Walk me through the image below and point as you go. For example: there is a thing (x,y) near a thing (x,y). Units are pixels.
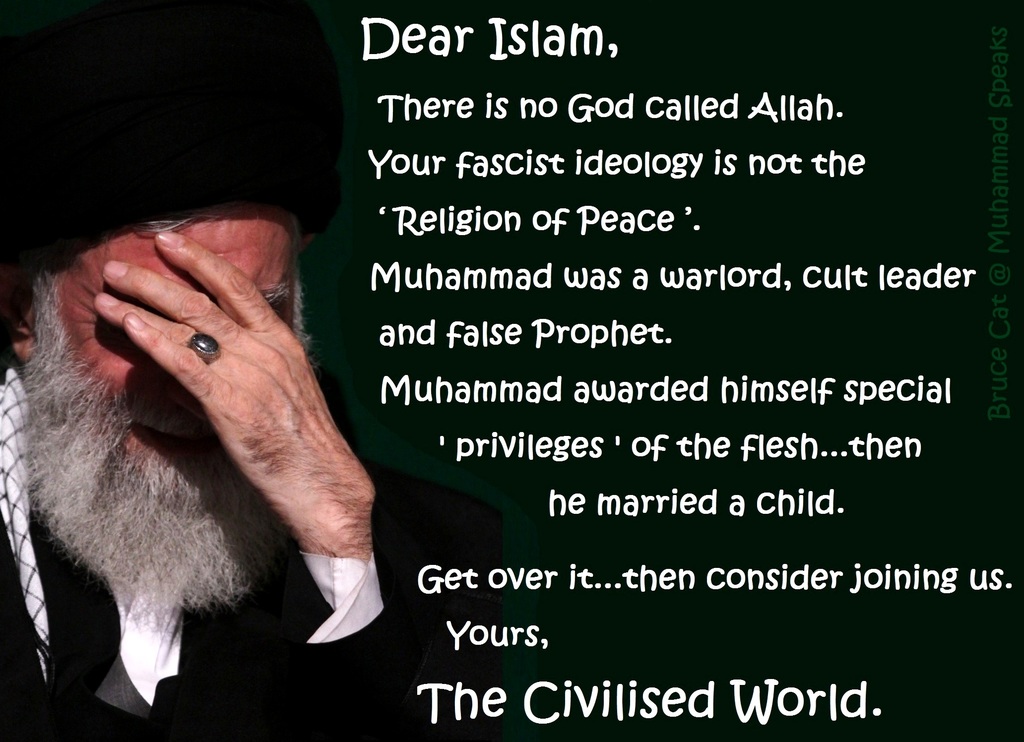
This is an edited image in which there is some text (538,346) and there is a person (233,386).
